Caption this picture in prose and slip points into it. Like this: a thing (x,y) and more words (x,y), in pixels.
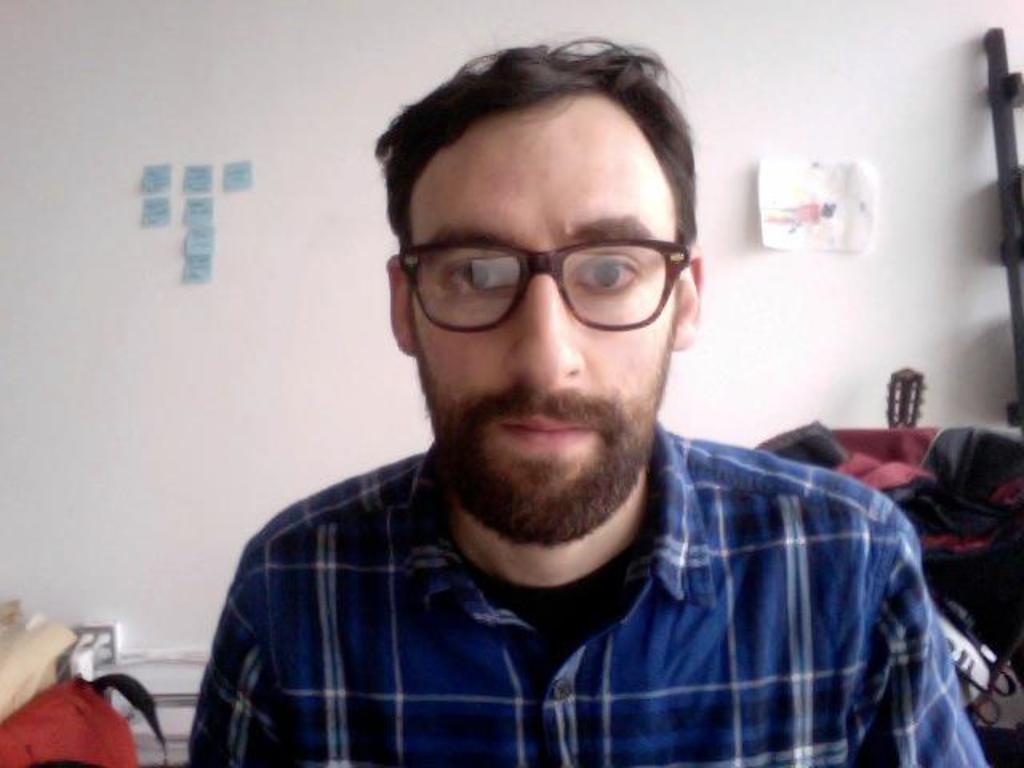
In this image, I can see the man (640,729) with a shirt (446,602) and spectacle (435,322). I can see the sticky notes (188,188) and a paper (775,178) attached to the wall (820,103). I can see few objects (915,470) in the background (44,644).
